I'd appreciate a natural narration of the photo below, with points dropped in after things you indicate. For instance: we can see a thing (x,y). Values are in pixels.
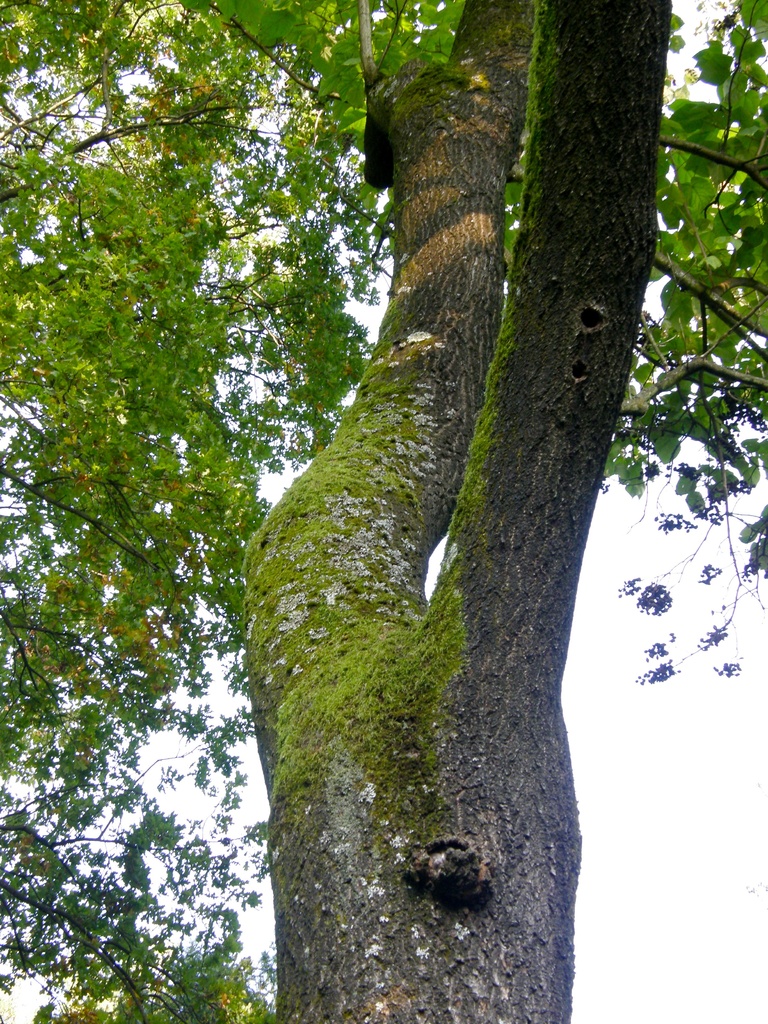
In the image in the center (309,535) there is a tree (383,583). In the background (240,695) we can see sky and clouds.
